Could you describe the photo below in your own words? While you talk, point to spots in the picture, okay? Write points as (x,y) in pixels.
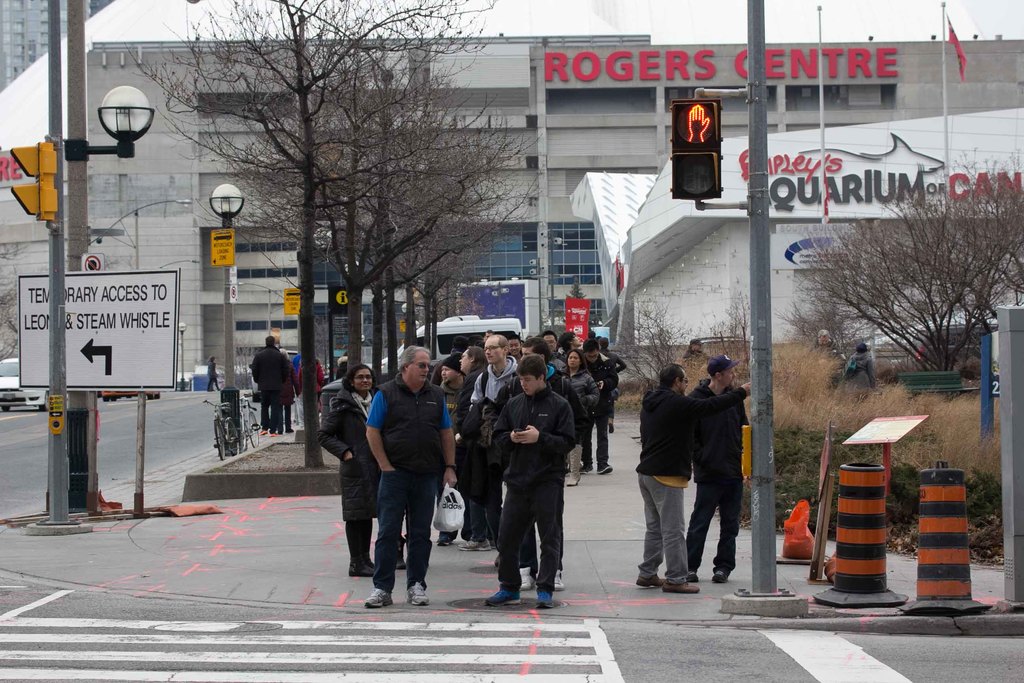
In this image I can see number of people (439,419) are standing. I can see most of them are wearing jackets (355,408). I can also see roads (345,644) and on this road (263,647) I can see few white lines (405,661). In the background (54,368) I can see few poles (73,214), few lights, few signal lights (46,175), number of trees (849,281), grass (776,391), few buildings (212,184), a flag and I can see something is written on these boards (68,380). I can also see few bicycles (219,413) over there.
